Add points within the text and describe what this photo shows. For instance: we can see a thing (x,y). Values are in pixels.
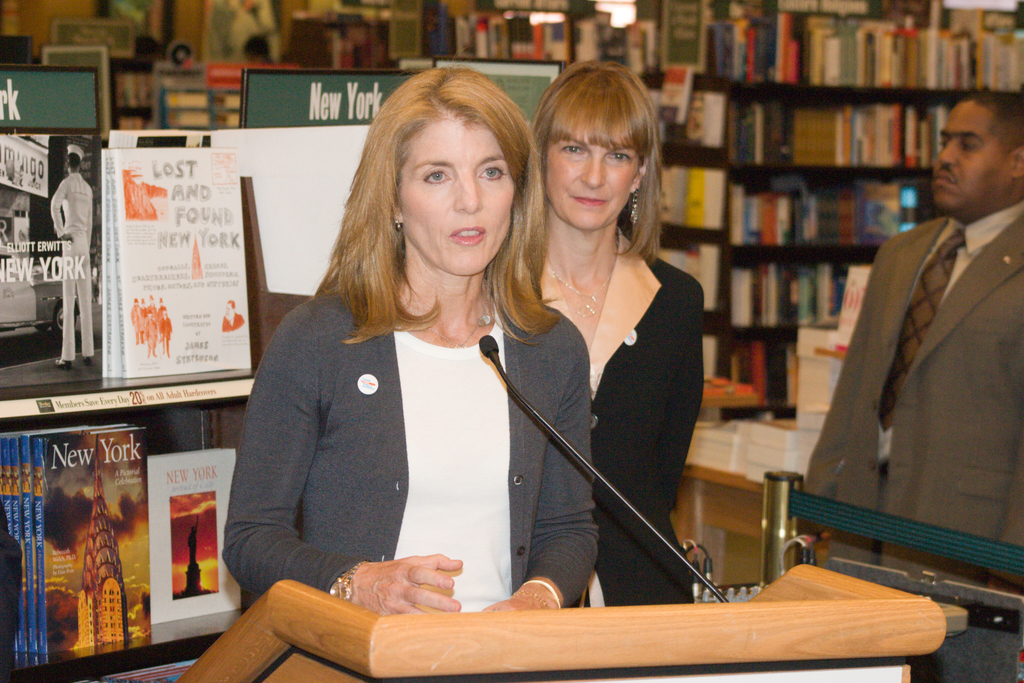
In the foreground (655,408) I can see three persons (543,217) are standing on the floor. In the background (99,293) I can see cupboards (160,321) in which books (167,287) are there. This image is taken may be in a library.
